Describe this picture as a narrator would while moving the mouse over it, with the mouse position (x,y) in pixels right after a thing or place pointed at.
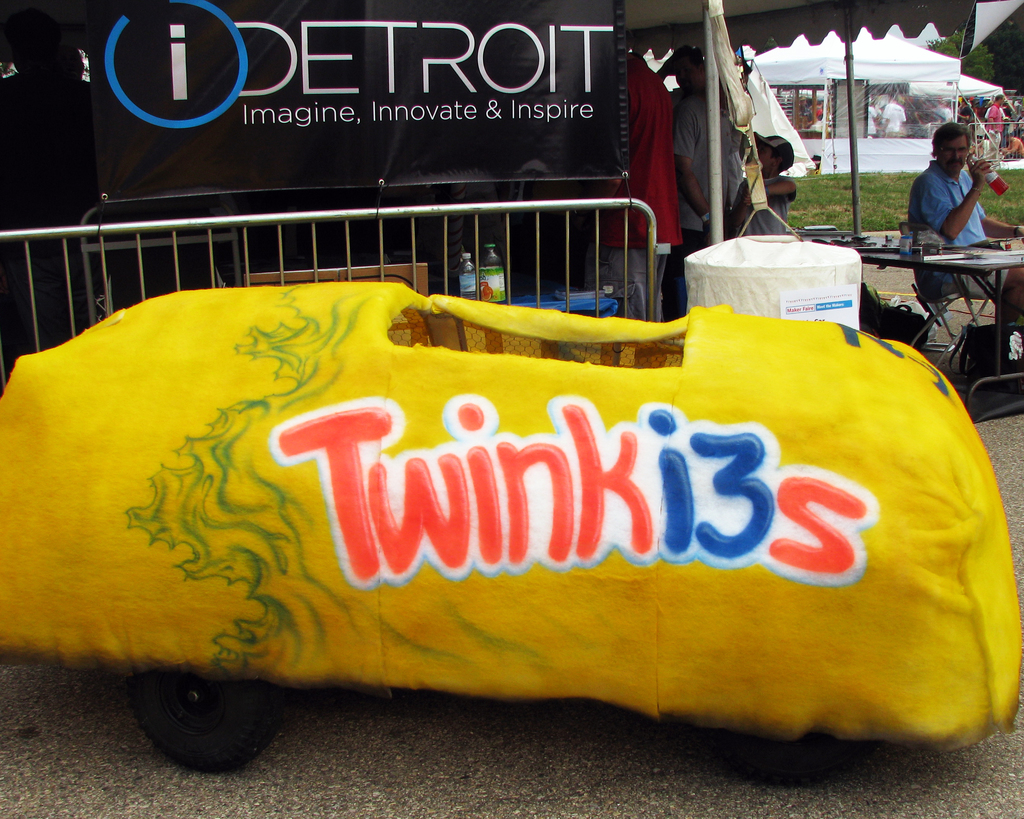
Here I can see an object (596,516) which is covered with a yellow color cloth (736,415). Under this I can see the wheels (248,738). It seems to be a vehicle (487,634). Behind there is a railing (425,266) and a board (338,152). At the top of the image (701,147) I can see few people (782,183) under the tents (748,14) and also I can see the grass (880,186) on the ground (879,178).
